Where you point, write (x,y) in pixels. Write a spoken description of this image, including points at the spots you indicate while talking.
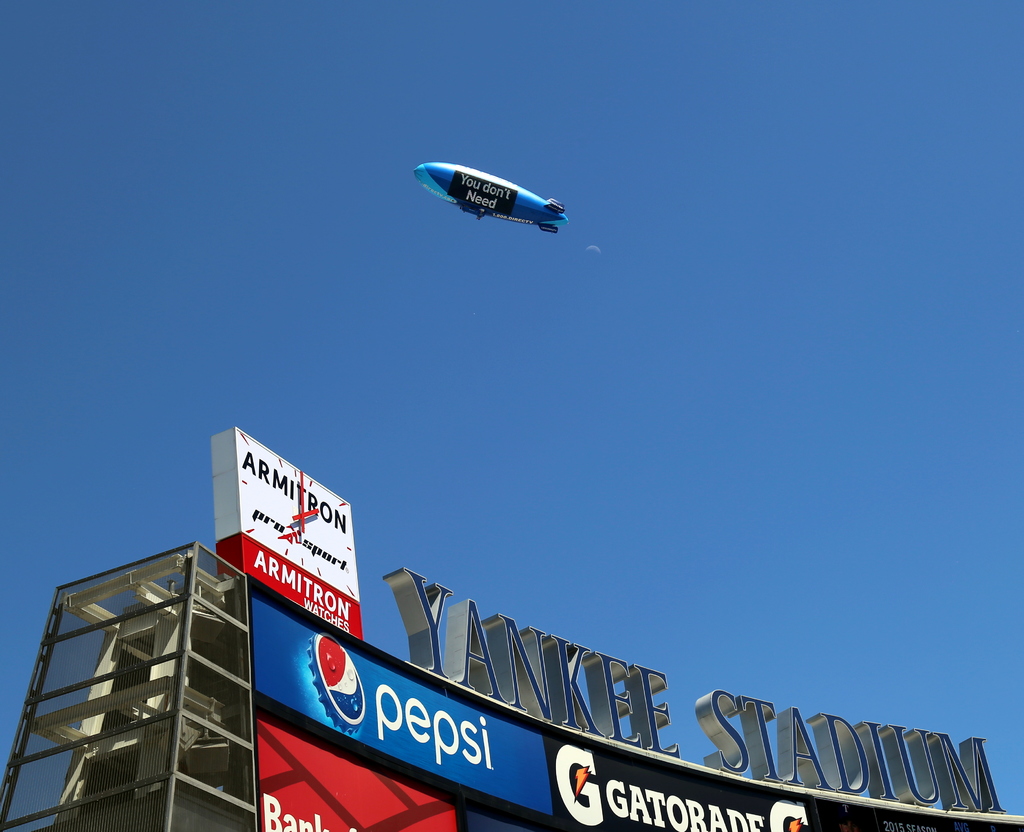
In front of the image there is a metal structure (152,670), beside the metal structure (194,688), there are sponsor name boards (441,742) and name of a stadium (459,645), at the top of the image (415,176) there is a balloon (437,195) in the air (437,213).
